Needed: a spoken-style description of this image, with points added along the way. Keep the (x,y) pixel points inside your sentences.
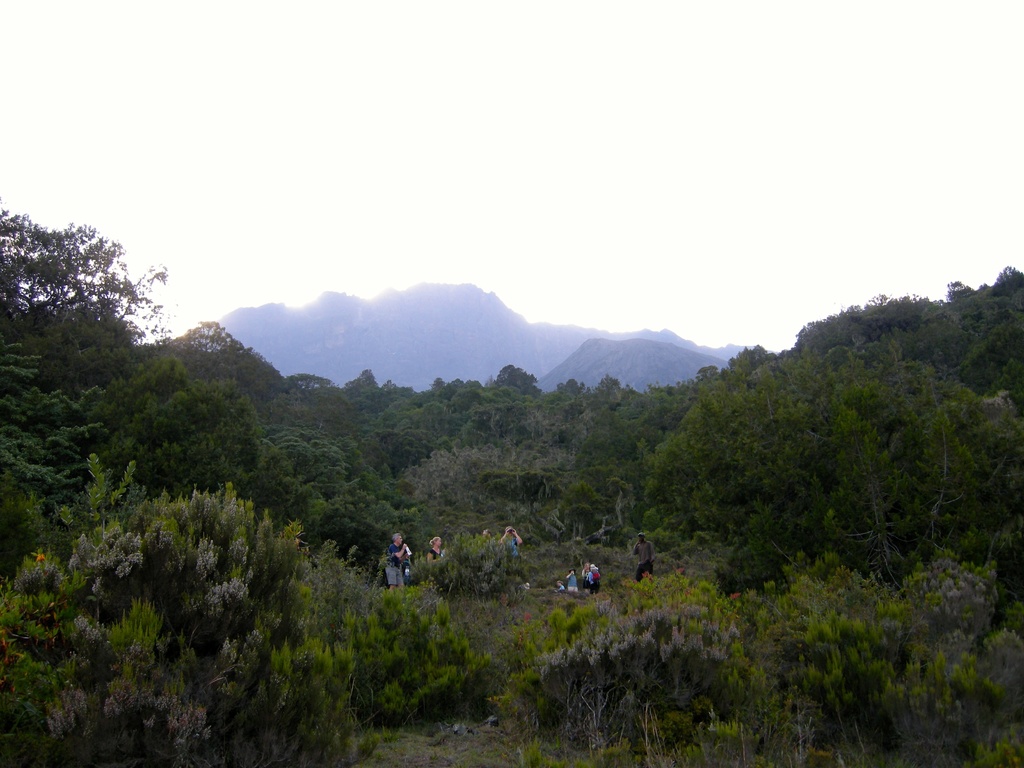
A picture of a forest (630,430), as we can there are number of trees (499,403) and mountains (473,346). Few persons (394,575) are standing and few persons (597,583) are sitting.
